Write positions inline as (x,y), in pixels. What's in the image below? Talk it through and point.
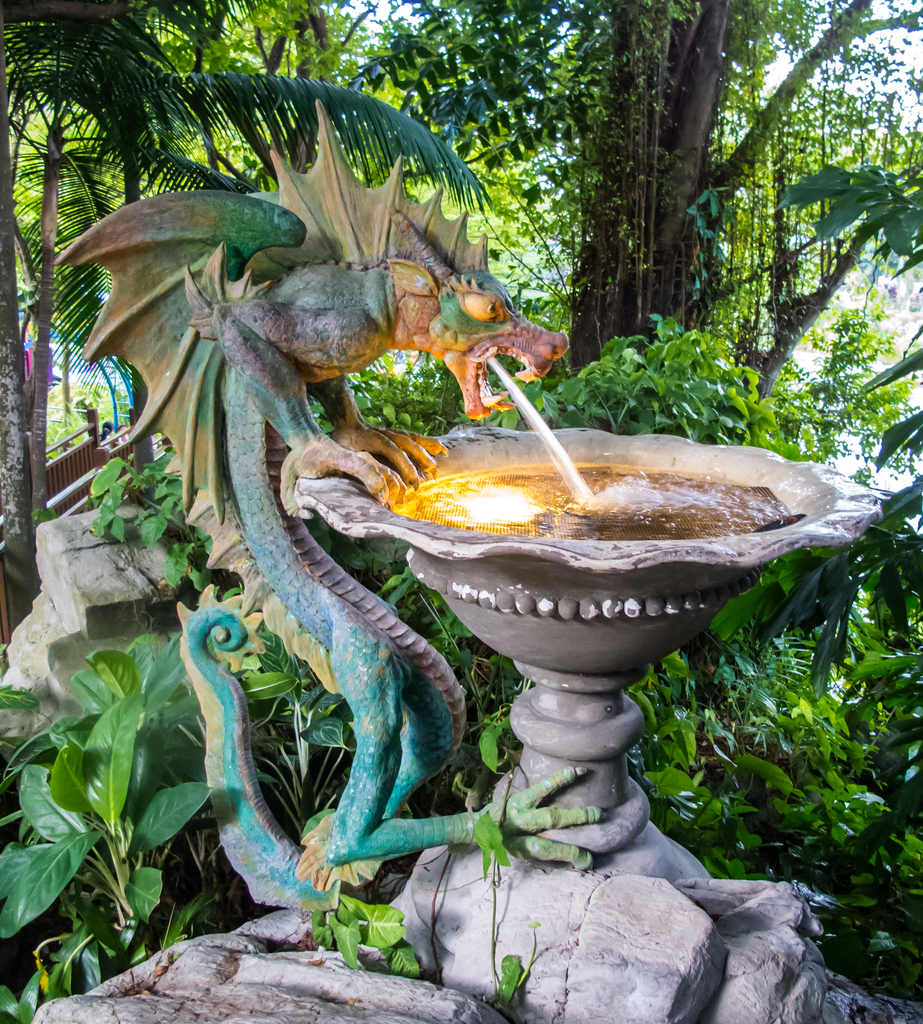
In the center of the image (429,450) there is a fountain (396,323). In the background (386,365) there are trees (638,308). At the bottom (654,947) we can see rocks (485,950).
